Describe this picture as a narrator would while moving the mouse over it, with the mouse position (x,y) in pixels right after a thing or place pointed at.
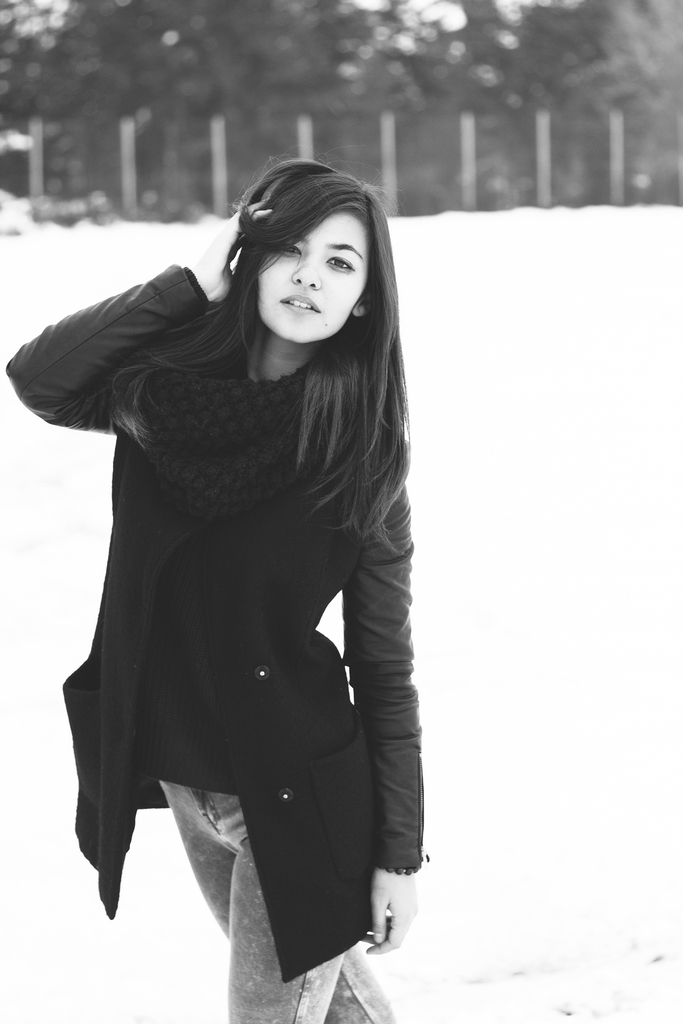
In this black and white picture there is a woman (260,709) wearing a jacket (251,705) and scarf (211,423). She is standing on the land (493,893). Top of image (170,163) there is a fence (248,129). Behind it there are few trees (264,13).
